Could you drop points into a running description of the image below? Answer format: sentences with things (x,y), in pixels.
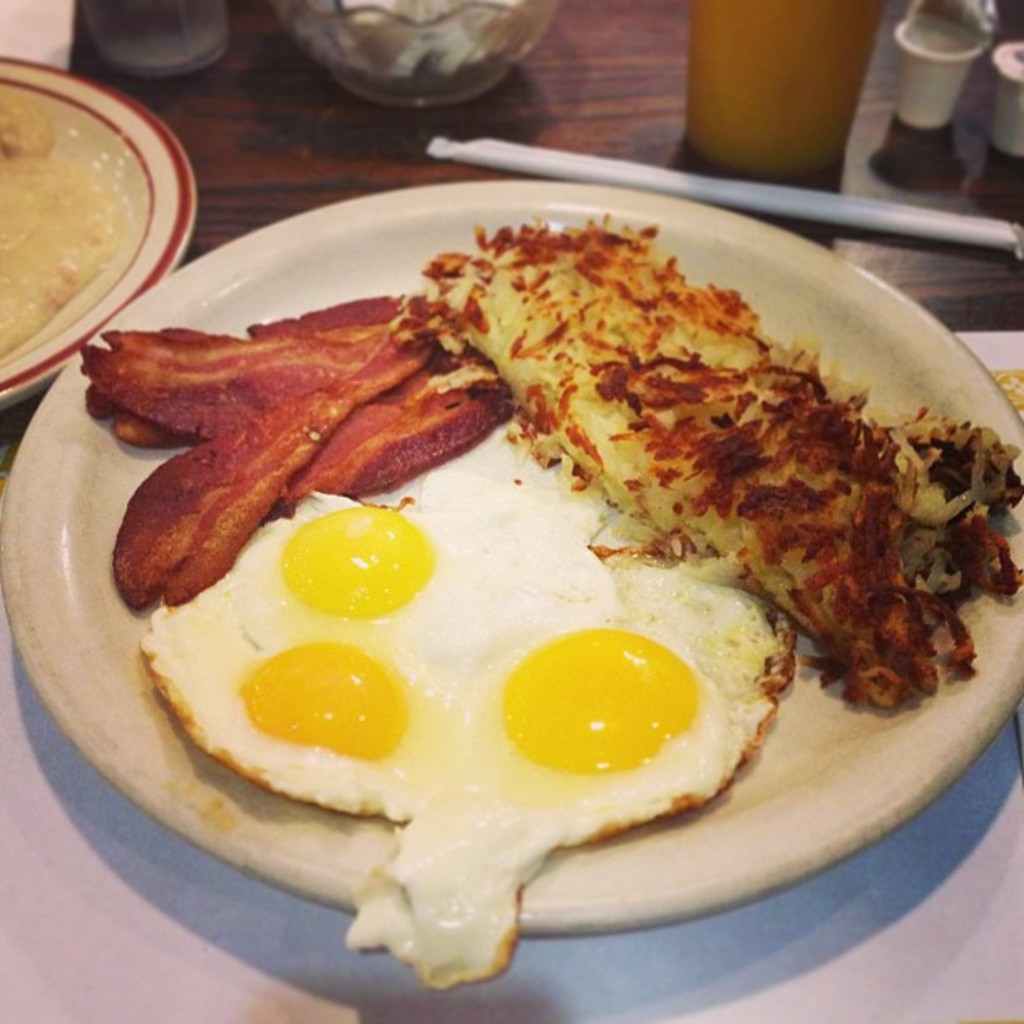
This image is taken indoors. At the bottom of the image (339,937) there is a table (98,899) with a napkin (98,899), a bowl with food item (46,246), a glass (206,8), a bottle (702,70), a straw (962,230), a cup (925,67) and a plate (723,799) with meat (341,428), eggs (579,674) and hash browns (813,506) on it.
